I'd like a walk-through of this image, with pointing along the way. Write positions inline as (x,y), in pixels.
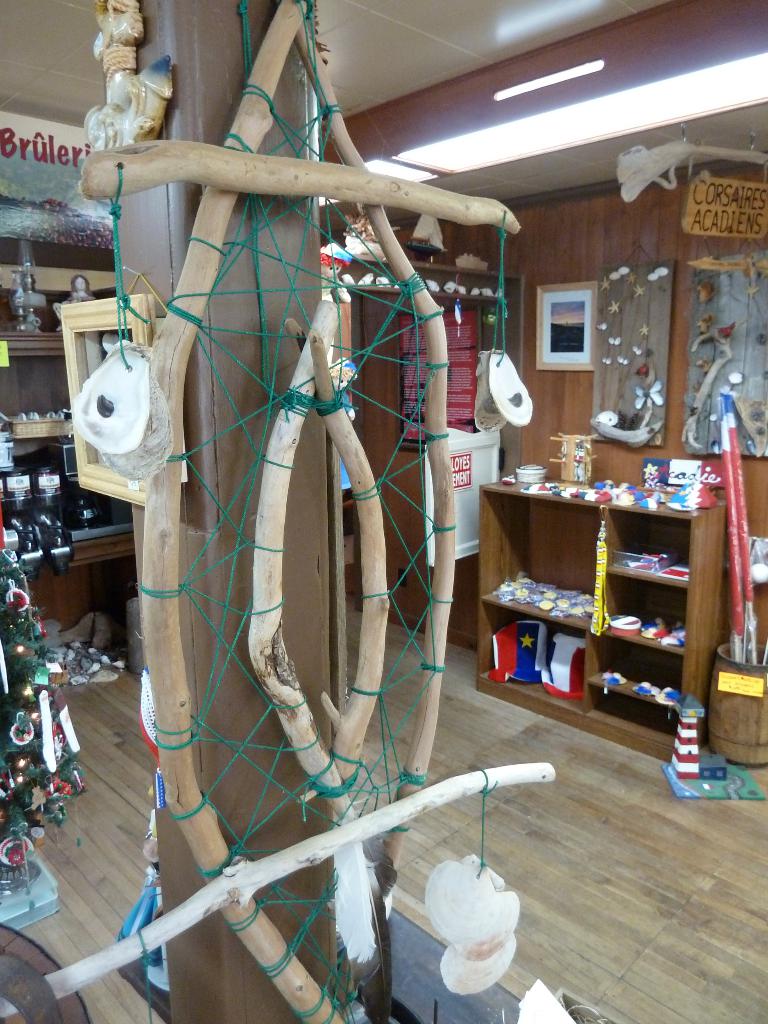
In the picture there is a wooden pillar (244,764) and some wooden items (201,301) are attached to that pillar (224,94), behind that there is a Christmas tree (43,666) and around that tree (44,659) there are some objects (620,615) kept in the shelves (609,575) of a room (610,506) and there is a frame (592,345) attached to the wall (596,260) in the background (579,260), it is a wooden frame (643,330) and beside that there is a photo (581,310).
